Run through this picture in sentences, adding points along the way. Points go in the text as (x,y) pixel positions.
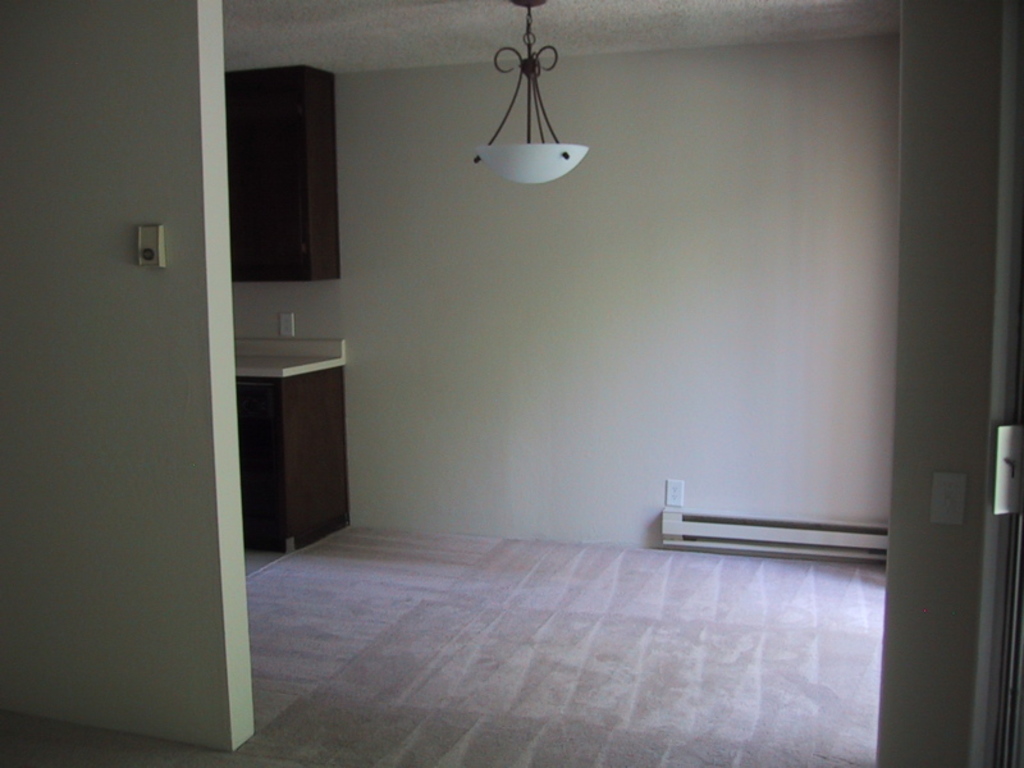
In this image we can see an electric light (535,144), cabinet (292,246), cupboard (277,229) and walls (515,430).
